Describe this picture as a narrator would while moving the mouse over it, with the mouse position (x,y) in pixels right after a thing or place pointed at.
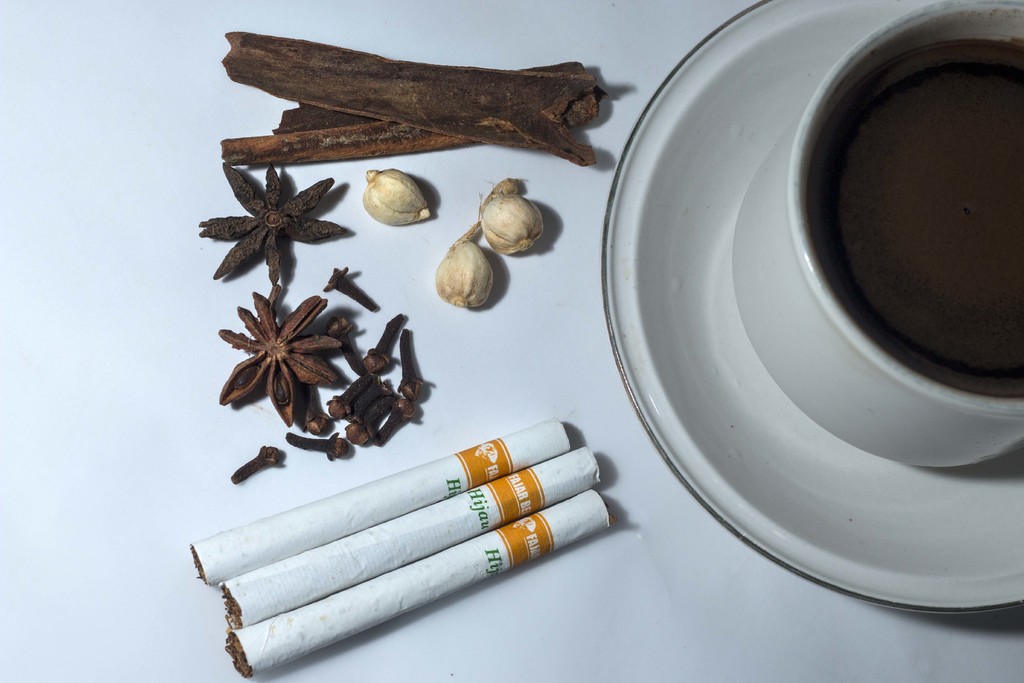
In this picture I can see cigarettes (412,551), saucer (744,352) and a cup (789,311). Here I can see some other food items (392,210) on a white color surface (374,316).
